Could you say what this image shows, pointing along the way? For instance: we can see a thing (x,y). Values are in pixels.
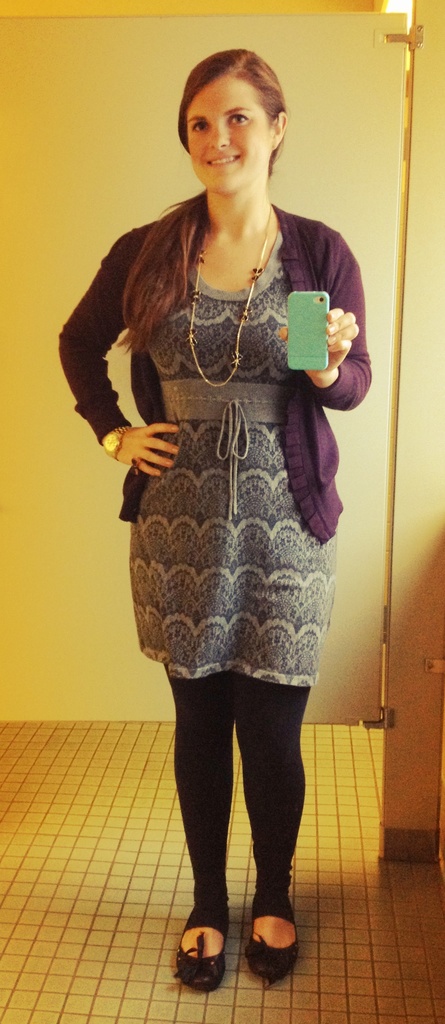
A woman (234,155) is standing holding a mobile phone (301,326) and there is a door (48,621) at the back (38,306).
